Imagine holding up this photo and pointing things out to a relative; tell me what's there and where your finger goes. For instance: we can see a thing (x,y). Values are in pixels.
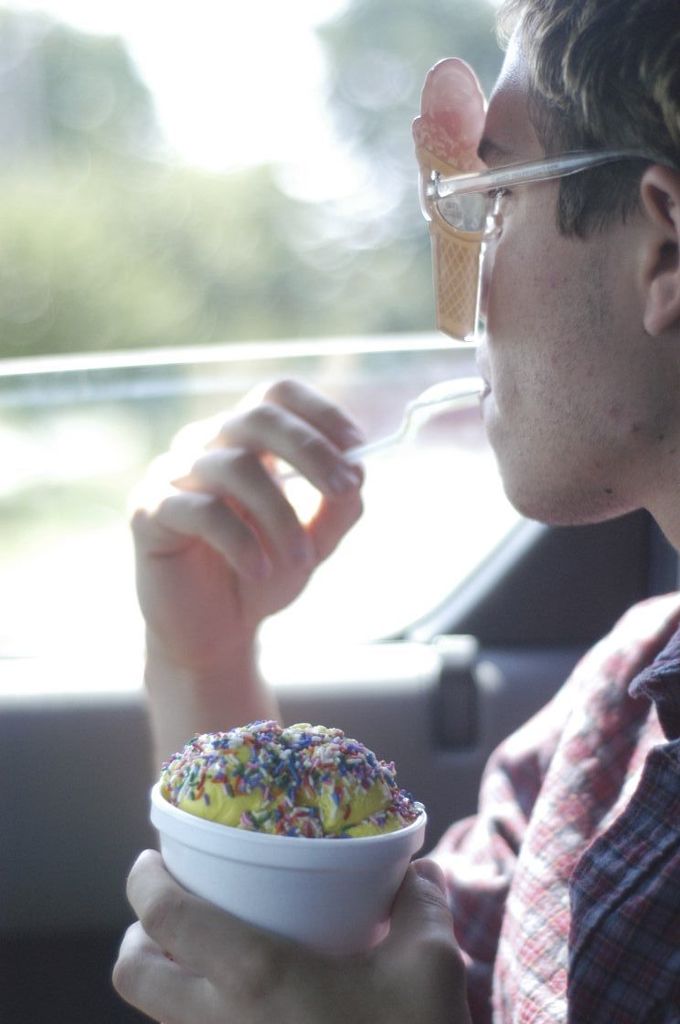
In this picture we can see a man (593,381), he is seated and he wore spectacles (489,185), and he is holding a cup (330,870) in his hand (415,877), in the background (202,231) we can see few trees (49,303).
